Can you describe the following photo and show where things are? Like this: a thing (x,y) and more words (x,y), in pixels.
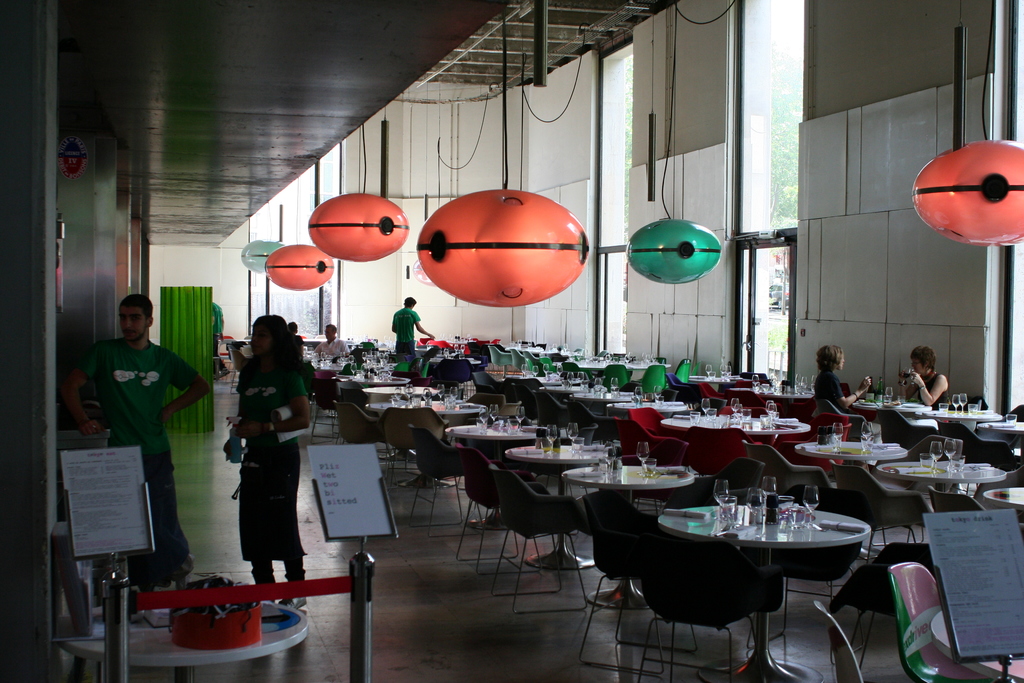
This is the inside view of a restaurant (766,467) where we can see so many tables (993,468) and chairs (440,467). On the tables (568,461), we can see the glasses (623,359). On the left side of the image (157,447), we can see two people (135,322) are standing. At the bottom of the image (361,659), we can see stands (123,648) and papers (139,521). In the background (788,258), we can see wall (720,286) and windows (611,288). Behind the windows (792,227), we can see trees (784,156). At the top of the image (180,26), we can see the roof (190,14). Orange and green color objects (481,245) are hang from the roof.
